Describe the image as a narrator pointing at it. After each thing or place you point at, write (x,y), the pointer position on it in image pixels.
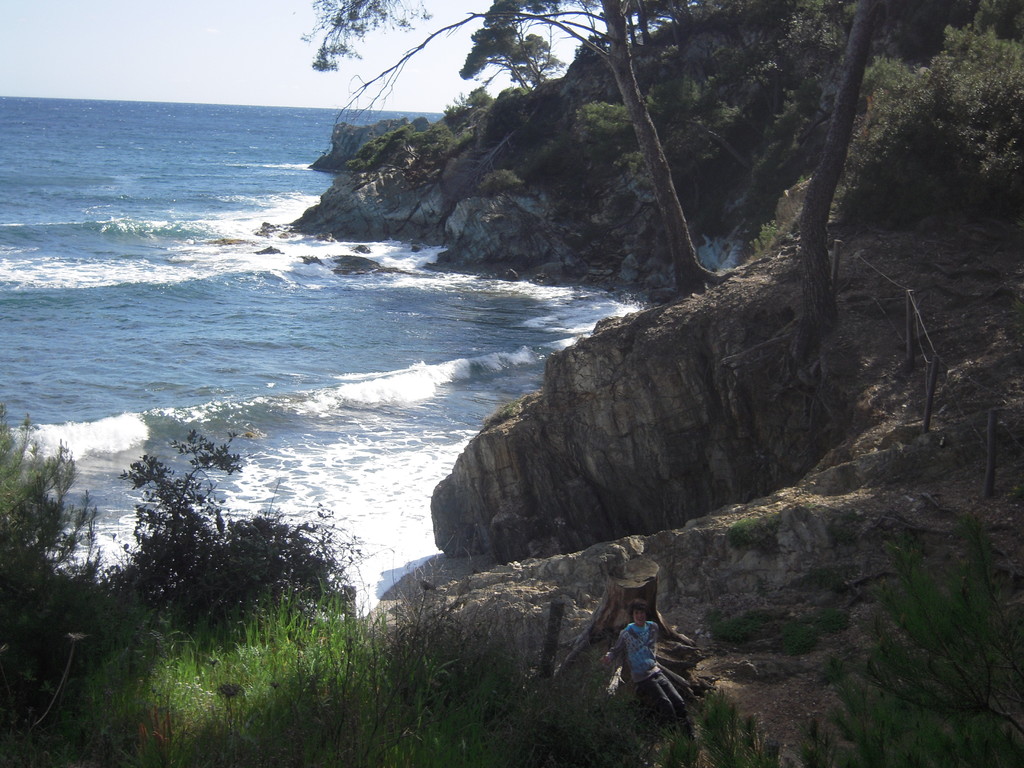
In the picture we can see rocks (788,295), hills (899,243) and on it we can see some trees (812,308) and a person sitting near some rocks (821,414) and around the person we can see some plants (73,647) and behind it, we can see the water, which is blue in color with white color tides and in the background (154,88) we can see a sky (154,88).
